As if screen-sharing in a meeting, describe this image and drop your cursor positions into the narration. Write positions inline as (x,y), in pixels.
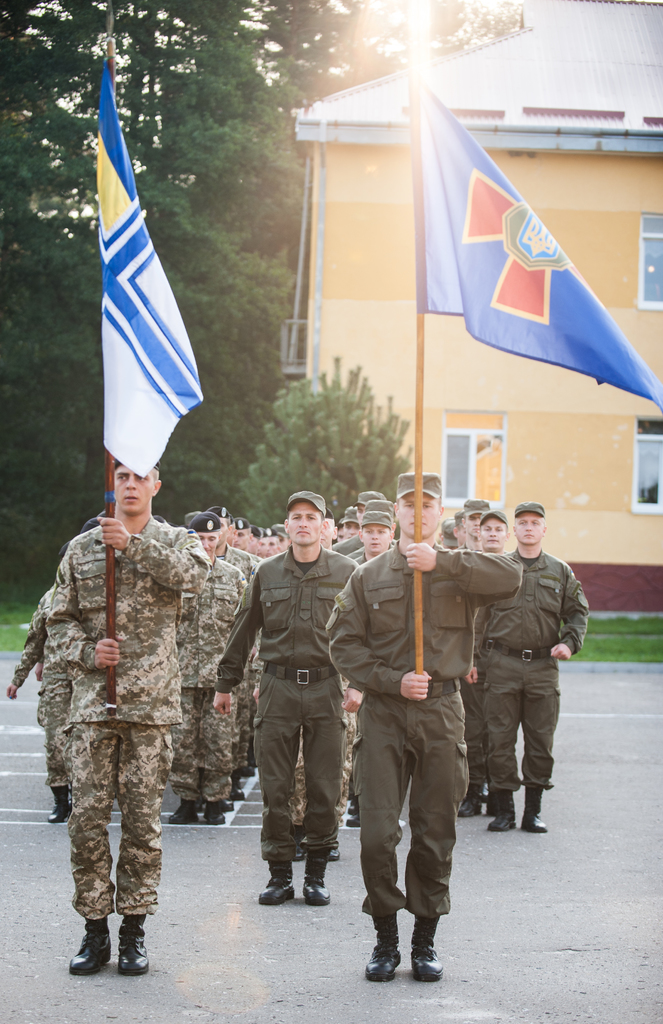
In this picture I can see there are two persons (148,895) holding the flags (524,339) and in the backdrop (519,643) there are a group of people (538,587) standing wearing army uniforms (528,579). There are plants (304,459), trees (250,158) and buildings (551,440) in the backdrop (626,98).
